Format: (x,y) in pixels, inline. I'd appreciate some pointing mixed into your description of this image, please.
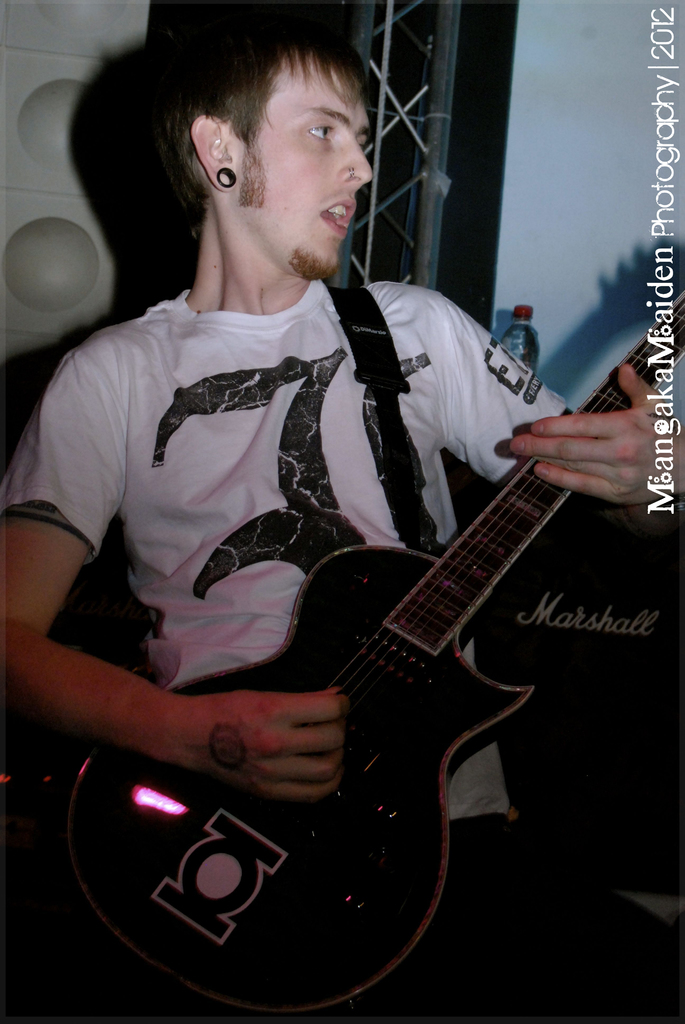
In this picture we can see man (399,303) holding guitar (397,580) in his hand (605,473) and playing and the background (442,39) we can see steel rod (434,157), bottle (532,367), wall (571,219).
